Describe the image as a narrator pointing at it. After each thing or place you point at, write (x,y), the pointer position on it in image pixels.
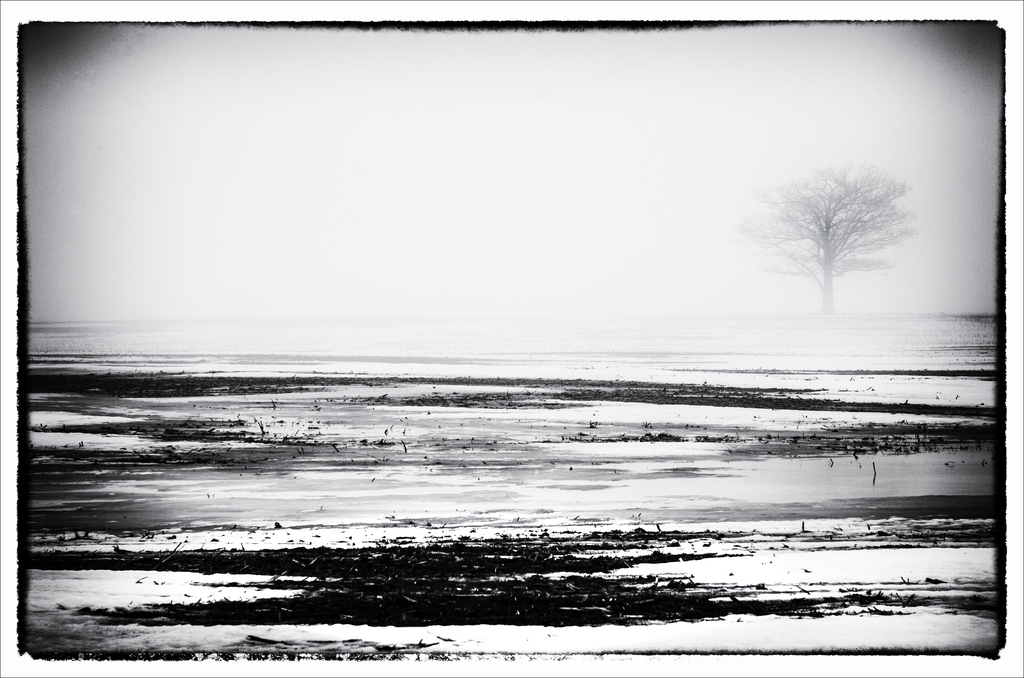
This is a black and white image. In the center of the image (452,446) there is water (449,470). In the background of the image (797,189) there is a tree (760,229).
